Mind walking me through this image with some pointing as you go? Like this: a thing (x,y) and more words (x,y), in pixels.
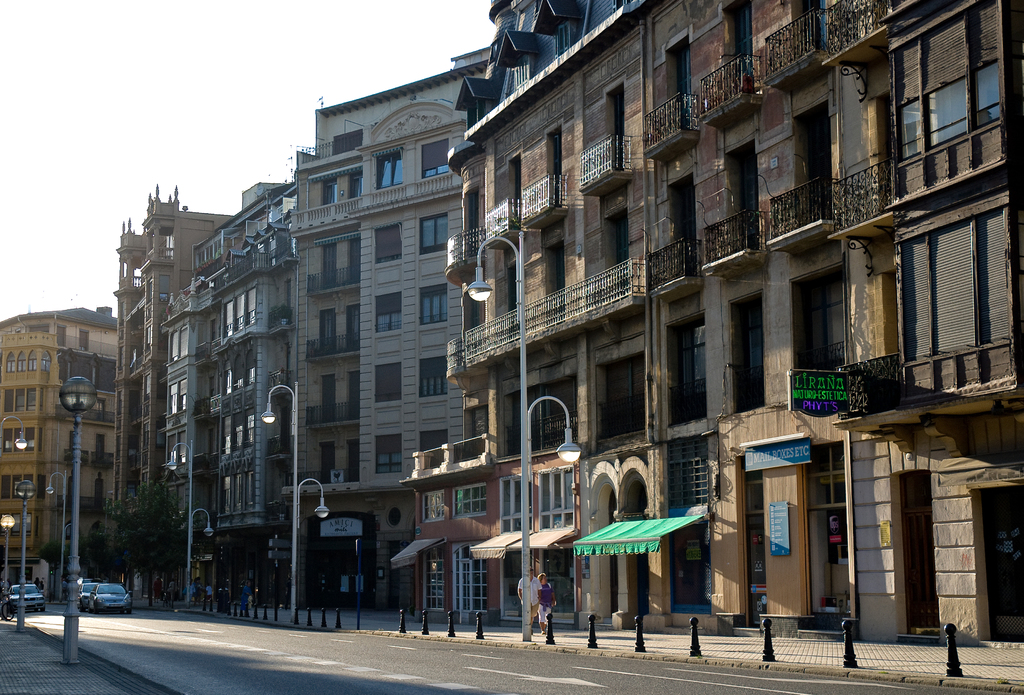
In this picture we can see the buildings (562,196), windows (903,241), balconies (805,238), poles (519,249), lights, boards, roofs (507,116), trees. At the bottom of the image (11,596) we can see the road (441,657), vehicles (11,596) and some people (250,584) are walking on the pavement (583,647). At the top of the image (250,32) we can see the sky (250,66).
